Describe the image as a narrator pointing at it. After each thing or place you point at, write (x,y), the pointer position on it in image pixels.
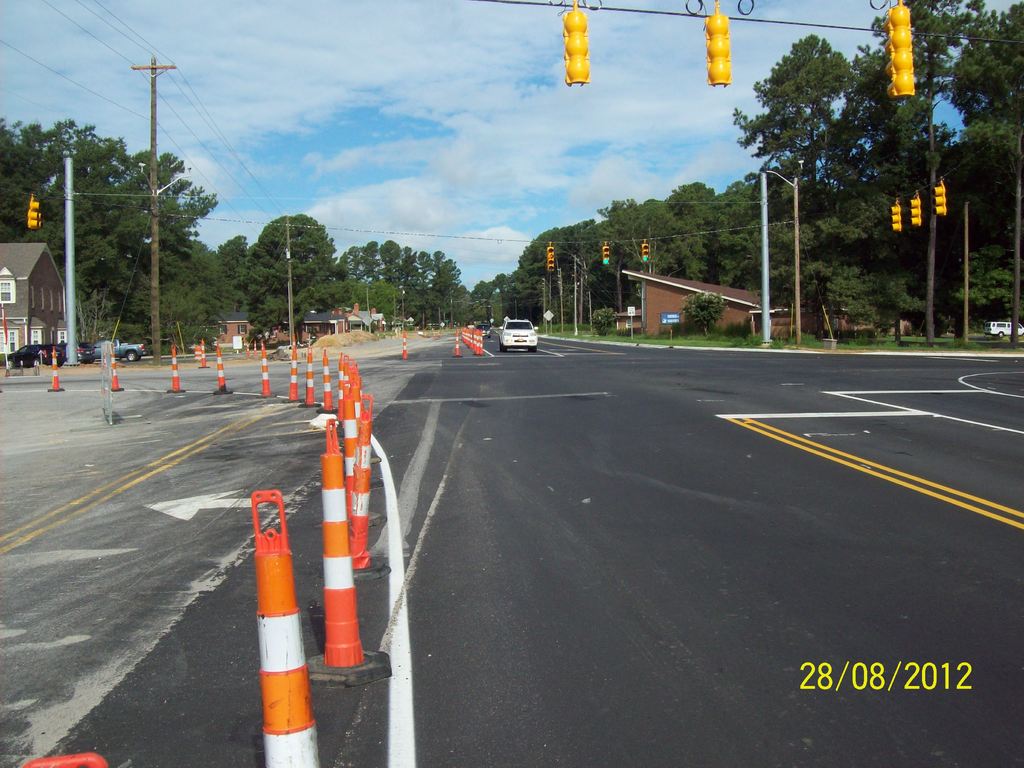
In the center of the image (676,295) we can see houses (37,308), vehicles (24,350), poles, wires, traffic lights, shade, trees (596,284), boards (667,321). At the bottom of the image (600,649) we can see divider cones (348,638), road (589,611) and some text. At the top of the image (484,114) we can see traffic lights (727,54), wires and clouds (483,102) are present in the sky (392,131).
